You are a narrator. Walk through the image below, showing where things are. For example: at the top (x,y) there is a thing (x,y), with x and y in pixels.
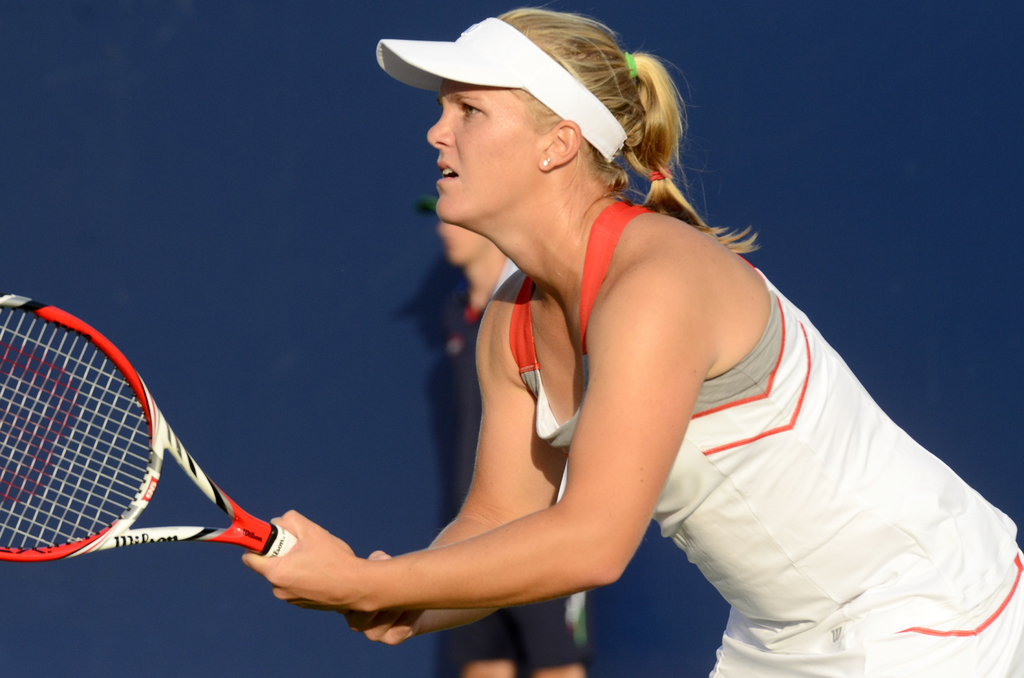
In the picture I can see a woman (486,405) holding a racket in her hands (389,626). She is wearing a sports dress (772,433). In the background (463,296), I can see a person (447,301).
